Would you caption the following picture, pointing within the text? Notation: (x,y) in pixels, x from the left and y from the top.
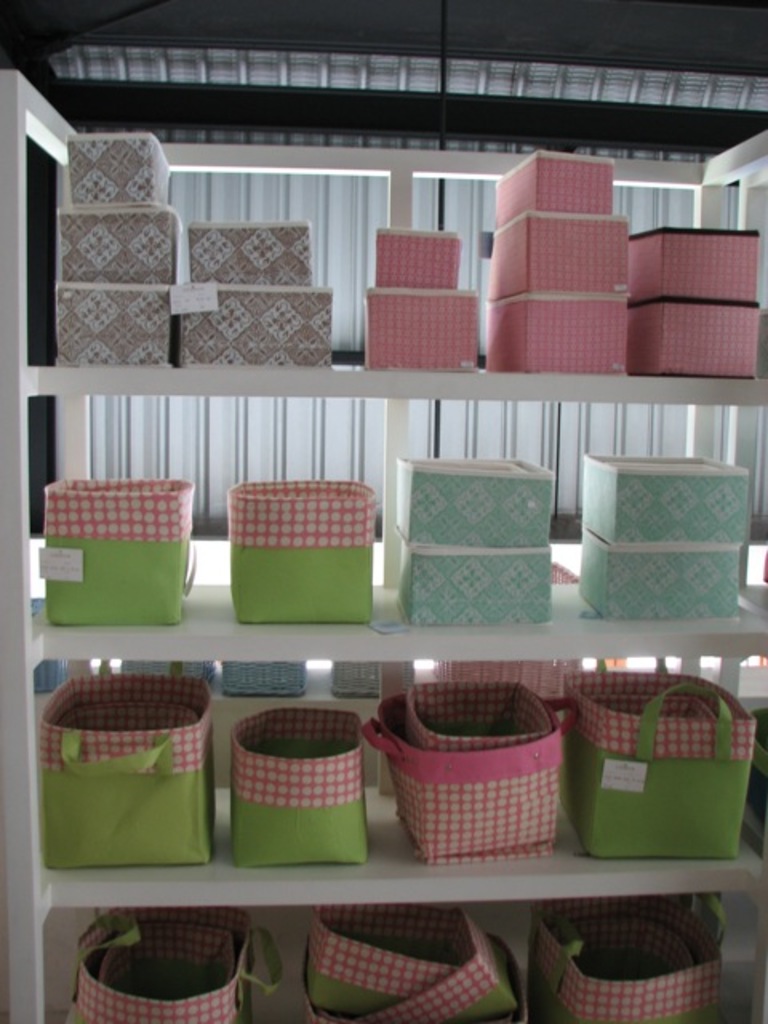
In this picture we can see few boxes (391,340) and bags (567,731) in the racks (762,620).
